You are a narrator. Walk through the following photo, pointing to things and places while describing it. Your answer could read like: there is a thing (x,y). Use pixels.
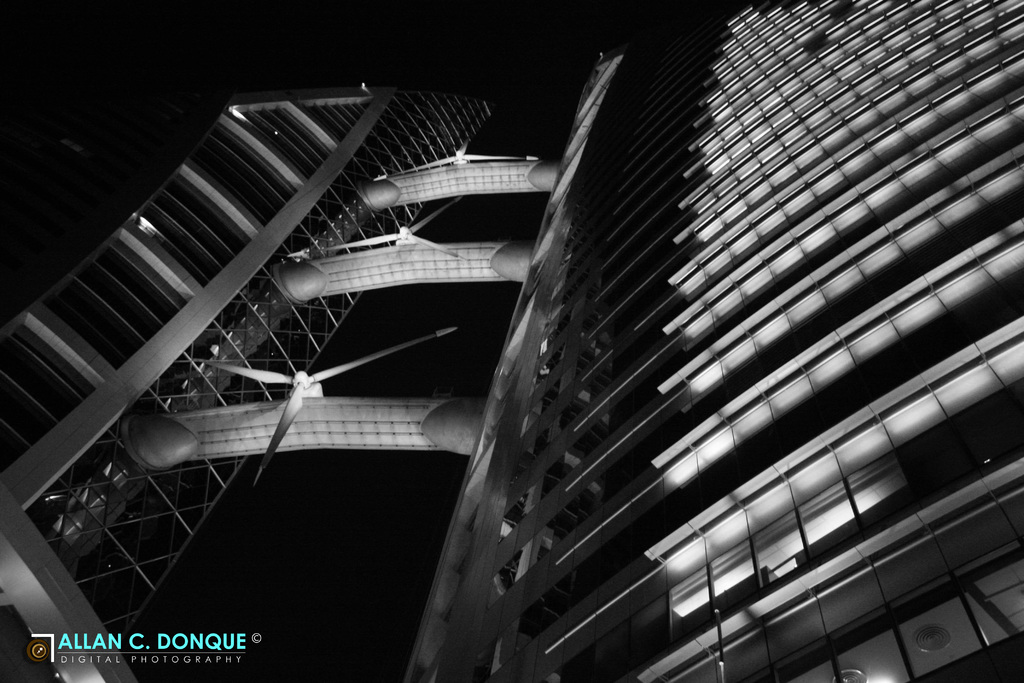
This is a building (605,339).
